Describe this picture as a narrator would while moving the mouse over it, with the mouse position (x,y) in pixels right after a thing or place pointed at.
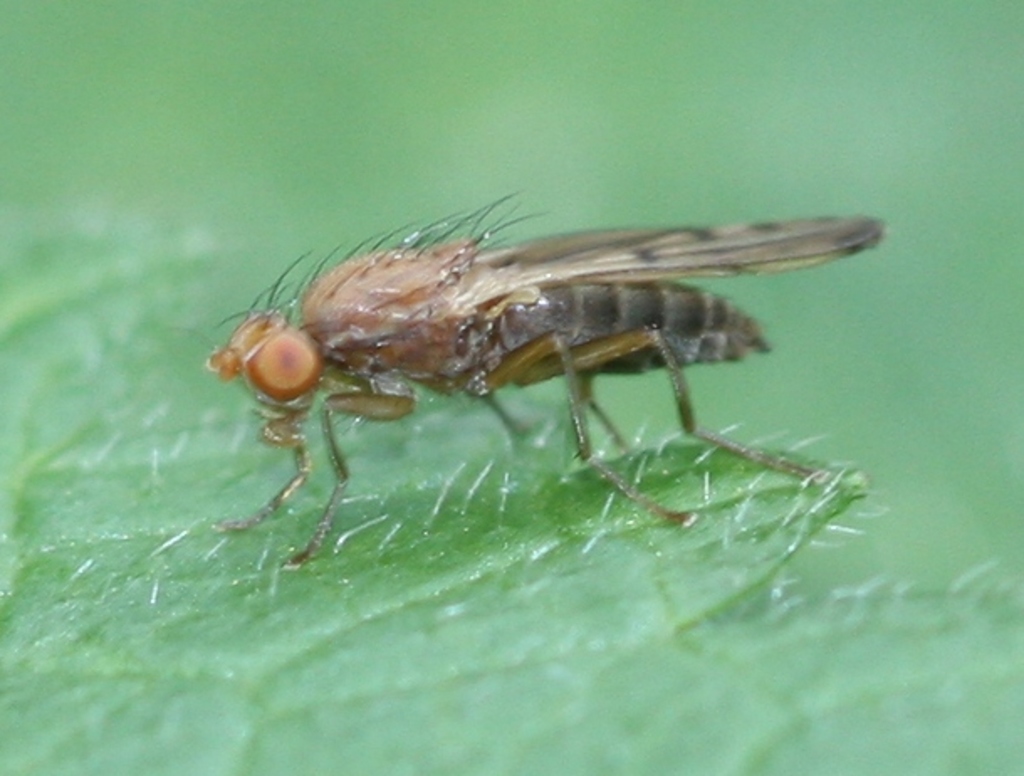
In this image I see an insect (253,350) which is of brown and black in color and it is on the green color thing (71,362) and it is totally green in the background (727,192).
